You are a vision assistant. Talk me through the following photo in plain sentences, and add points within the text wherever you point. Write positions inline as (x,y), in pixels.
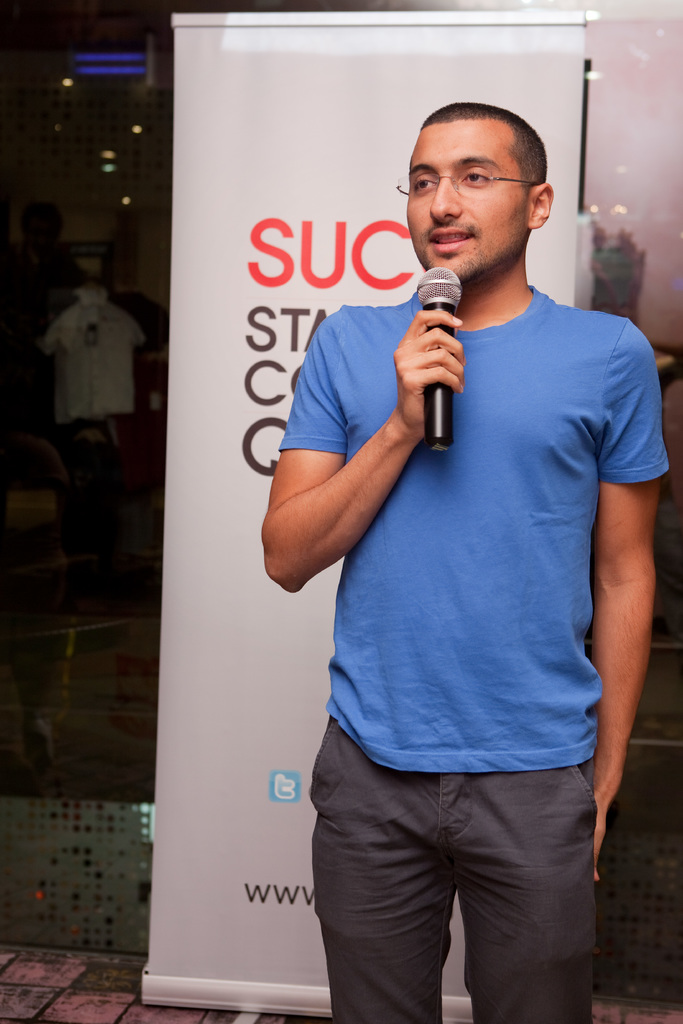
In the foreground of the image (467,799) there is a person (417,638) holding a mic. In the background of the image (268,235) there is a white color banner (348,114) with some text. There is a glass wall (93,532). At the bottom of the image (104,989) there is floor (55,1013).
